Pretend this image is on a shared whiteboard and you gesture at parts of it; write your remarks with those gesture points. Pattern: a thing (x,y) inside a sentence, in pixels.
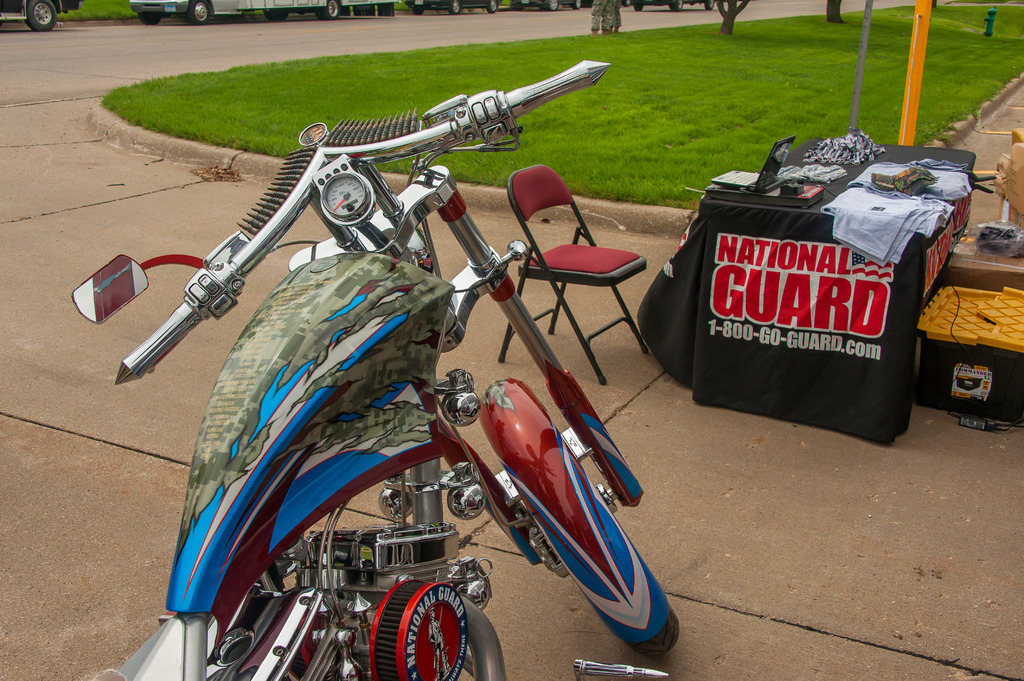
In this image I can see vehicles (444,558) on the road (473,26). On the right side (847,255) I can see a table (824,247) which has clothes (840,215), a laptop (760,183) and other objects (799,190) on it. I can also see a chair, a box (969,372), poles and the grass (643,89).
